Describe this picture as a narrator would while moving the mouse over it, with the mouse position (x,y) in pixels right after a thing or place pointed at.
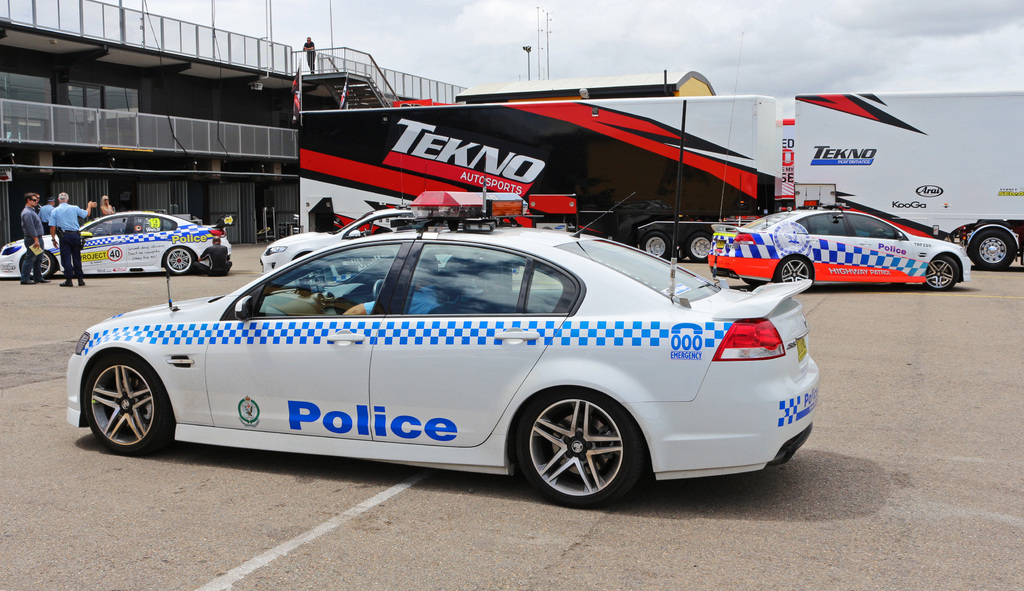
In this image we can see vehicles (547,298) on the pavement (554,549). On the left side of the image (28,241), we can see people (211,269) and a building (188,171). At the top of the image (636,32), we can see the sky (668,34) with clouds (615,41) and poles (211,17). We can see a man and stairs (358,90) at the top of the image (341,91).
